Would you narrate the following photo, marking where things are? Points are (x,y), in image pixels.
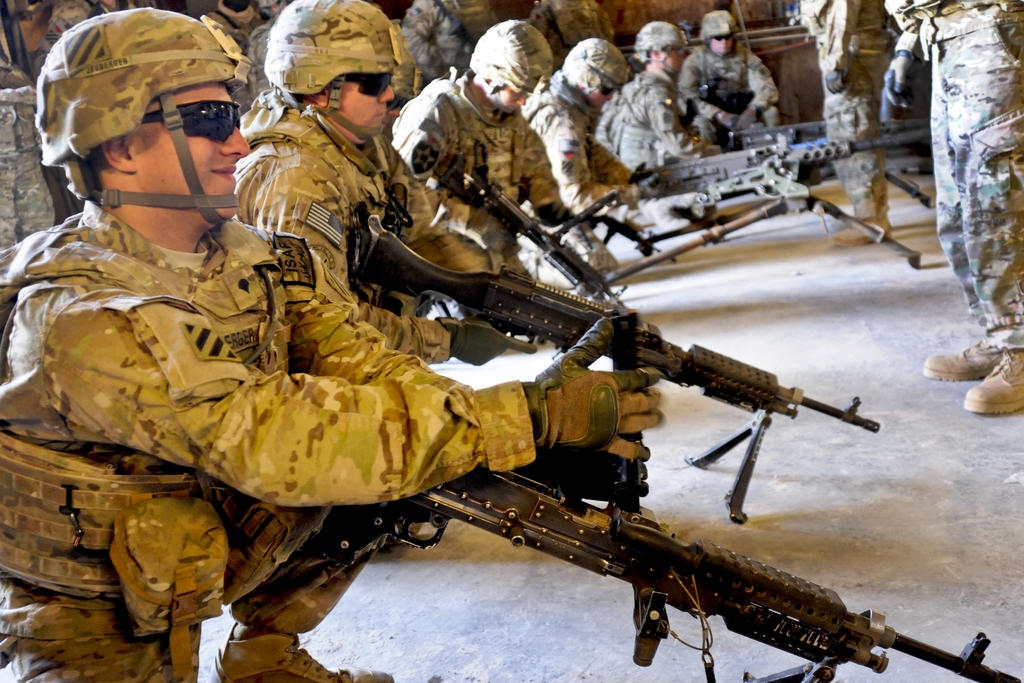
In this image I can see the group of people (378,172) with military uniforms (428,106). I can see few people (446,400) are holding the weapons (540,551). I can see few people (261,172) with goggles (234,126).
